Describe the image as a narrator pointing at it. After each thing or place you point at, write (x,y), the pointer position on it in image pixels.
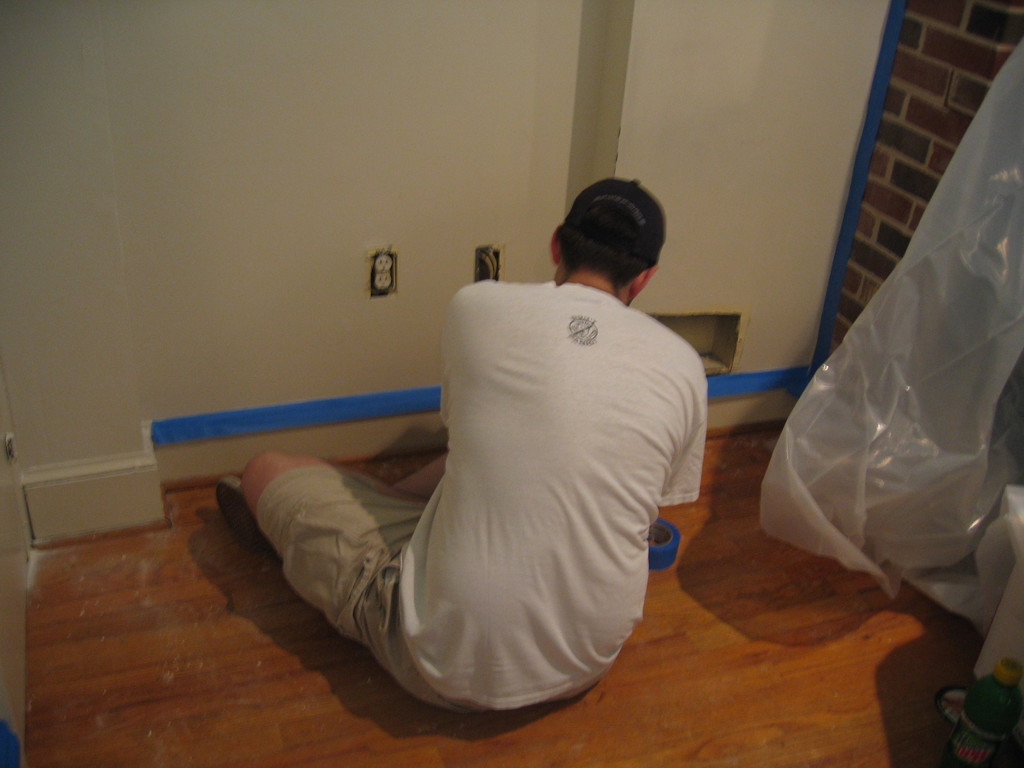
As we can see in the image there is a wall (451,227), cover (1010,325) and a person (542,471) wearing white color t shirt (535,527).
